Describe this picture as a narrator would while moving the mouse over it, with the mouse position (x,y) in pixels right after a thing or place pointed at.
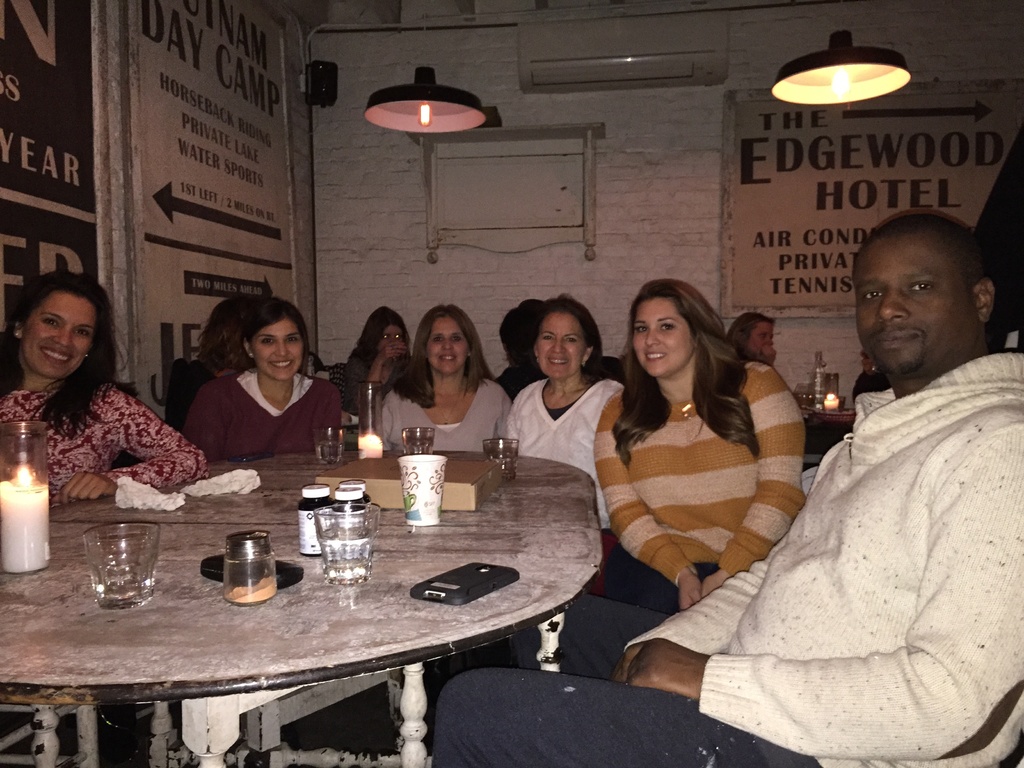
In this picture we can see few persons (572,362) sitting on the chairs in front of a table (274,534). we can see a candle (16,527), light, bottles (329,495), glass (352,528), containers (273,552) and box (467,506), mobile (456,598) on the table (464,521). On the background (611,260) we can see a wall (666,233) with white bricks (650,234). This is a AC (598,53). These are the lights (452,124). Behind these persons (714,333) we can see a woman (772,354) sitting in front of a table (802,415).
